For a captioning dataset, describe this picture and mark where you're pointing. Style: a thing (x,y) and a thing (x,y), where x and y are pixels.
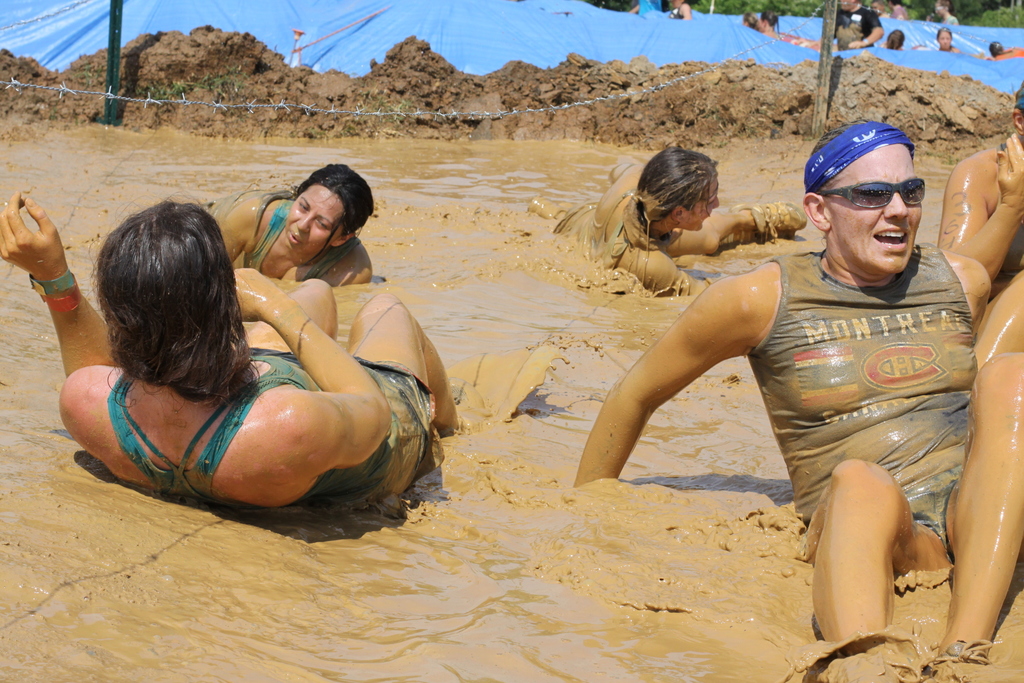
In this image, we can see the mud (585,352), there are some people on the mud (394,221).
